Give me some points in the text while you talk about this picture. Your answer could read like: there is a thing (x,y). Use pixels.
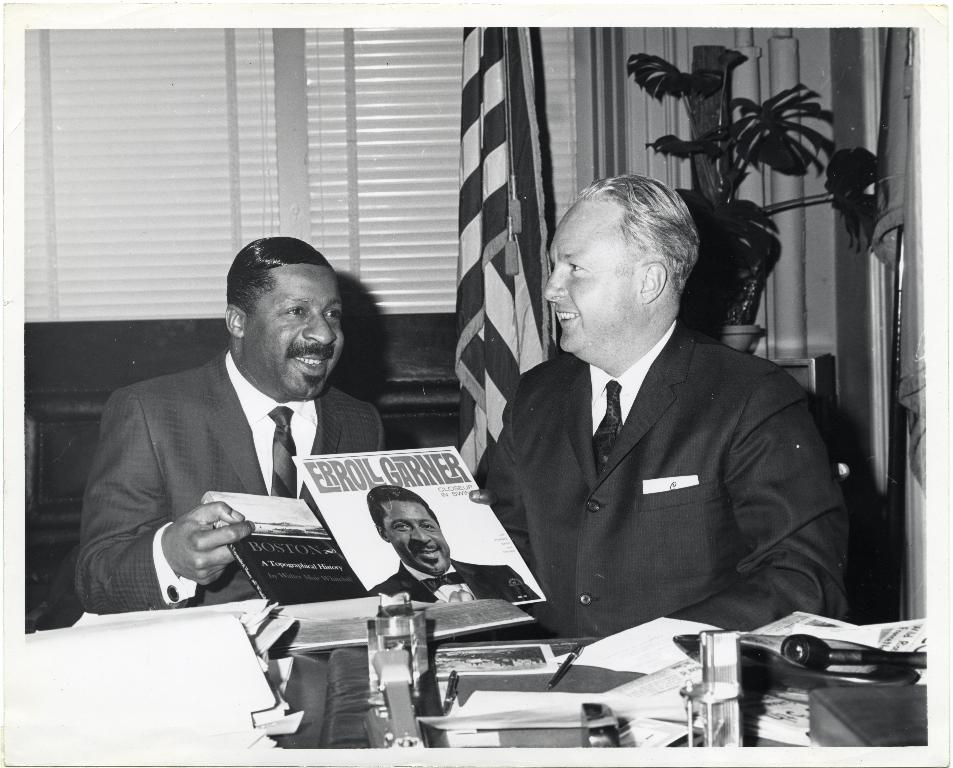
In this image I can see two people (195,405) sitting and holding something. In front (657,657) I can see a pen (567,660), papers (653,674) and few objects (541,657). Back I can see a flag (472,362), flower pot (778,206) and windows (365,175). The image is in black and white.
